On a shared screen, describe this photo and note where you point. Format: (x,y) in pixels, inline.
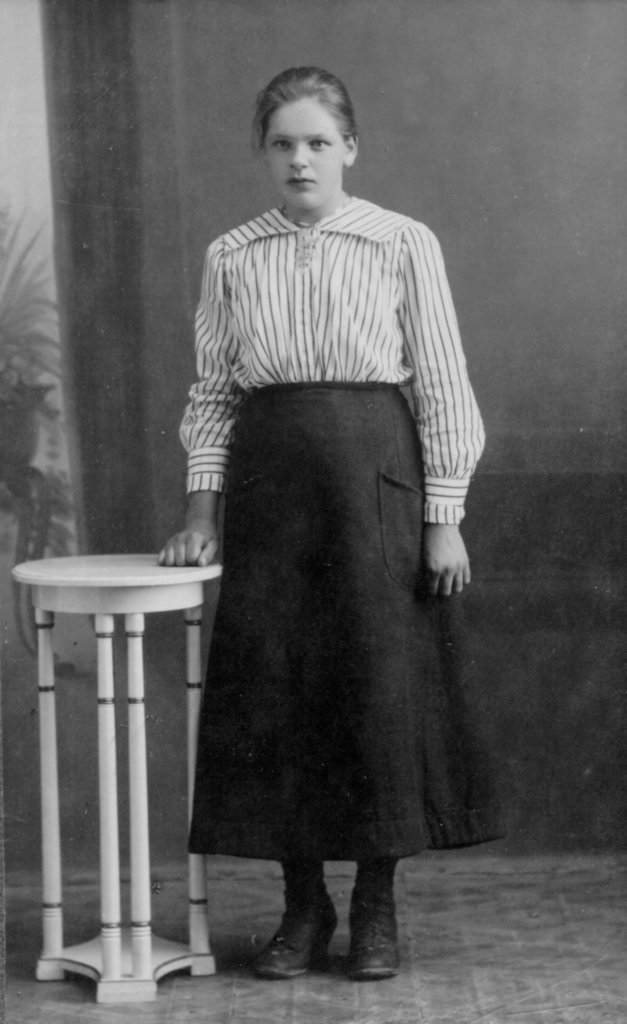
In this image I can see the person (237,464) with the dress (319,408). To the left (71,578) I can see the stool (44,638) and the plant (19,418). I can see this is a black and white image.
